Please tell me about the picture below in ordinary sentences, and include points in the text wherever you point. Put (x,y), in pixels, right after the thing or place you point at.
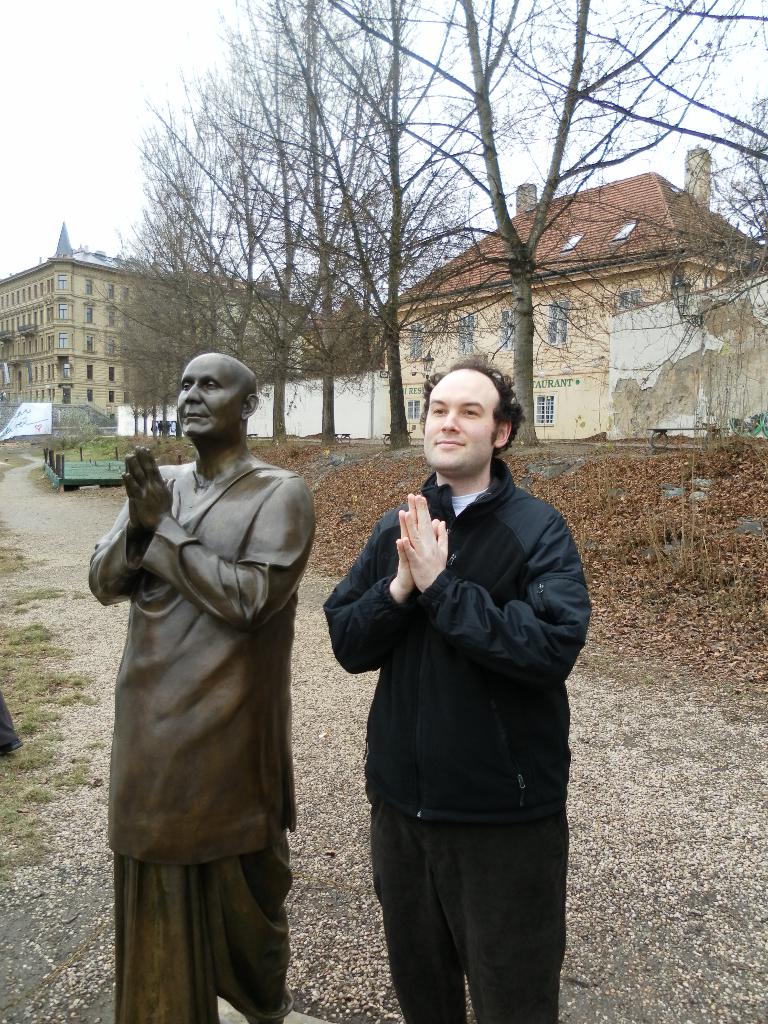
In this image there is a man (434,862) standing beside a statue (189,710), in the background (184,270) there are trees (385,313), houses (96,322) and the sky (143,138).
